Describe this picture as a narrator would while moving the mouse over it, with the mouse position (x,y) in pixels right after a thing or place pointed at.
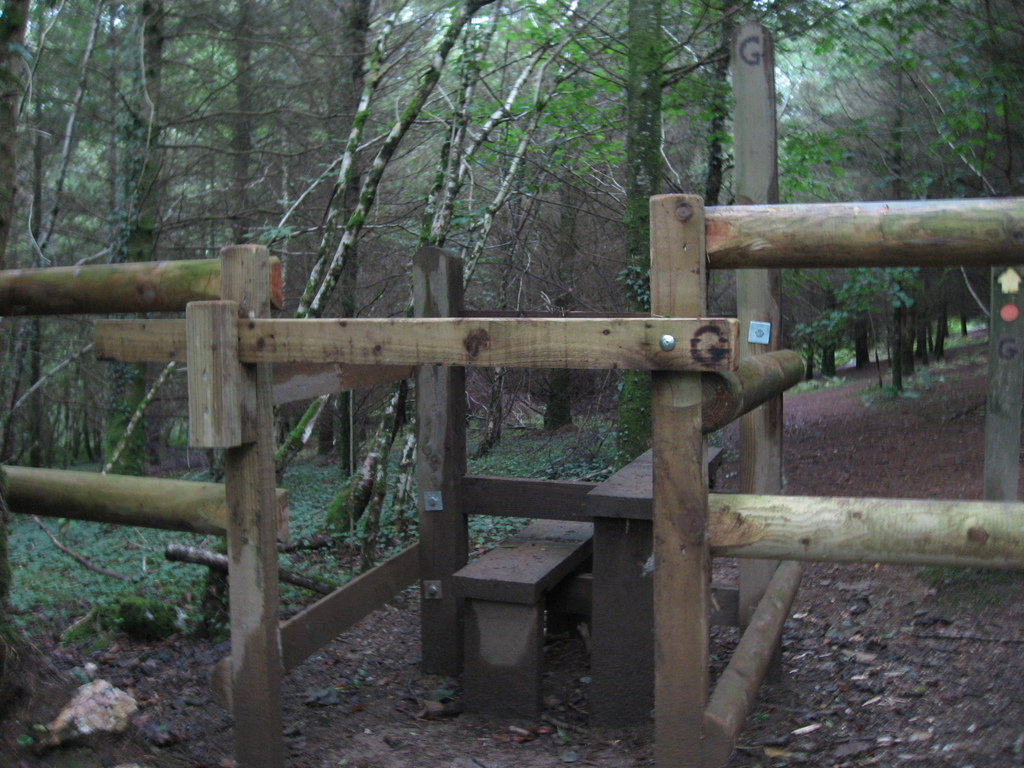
These are green color trees (479,149), this is wooden structure (756,532).
